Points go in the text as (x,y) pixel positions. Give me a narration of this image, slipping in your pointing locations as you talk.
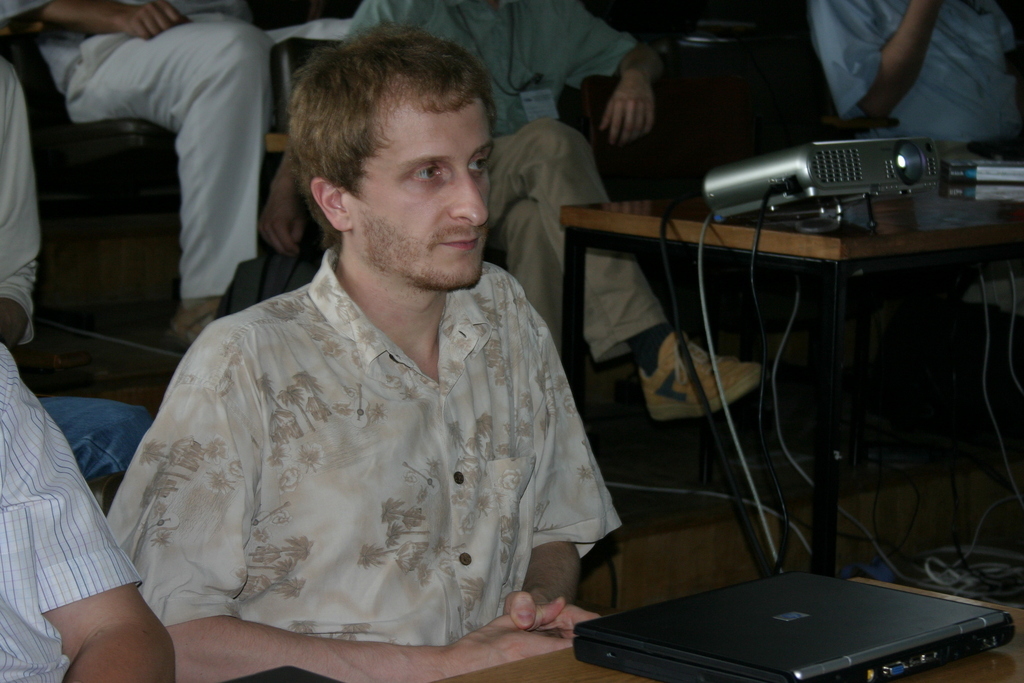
In this picture there are group of people (392,89) sitting on the chair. There is a device (813,175), book (979,176) on the table (786,226). There is a laptop (793,617).
